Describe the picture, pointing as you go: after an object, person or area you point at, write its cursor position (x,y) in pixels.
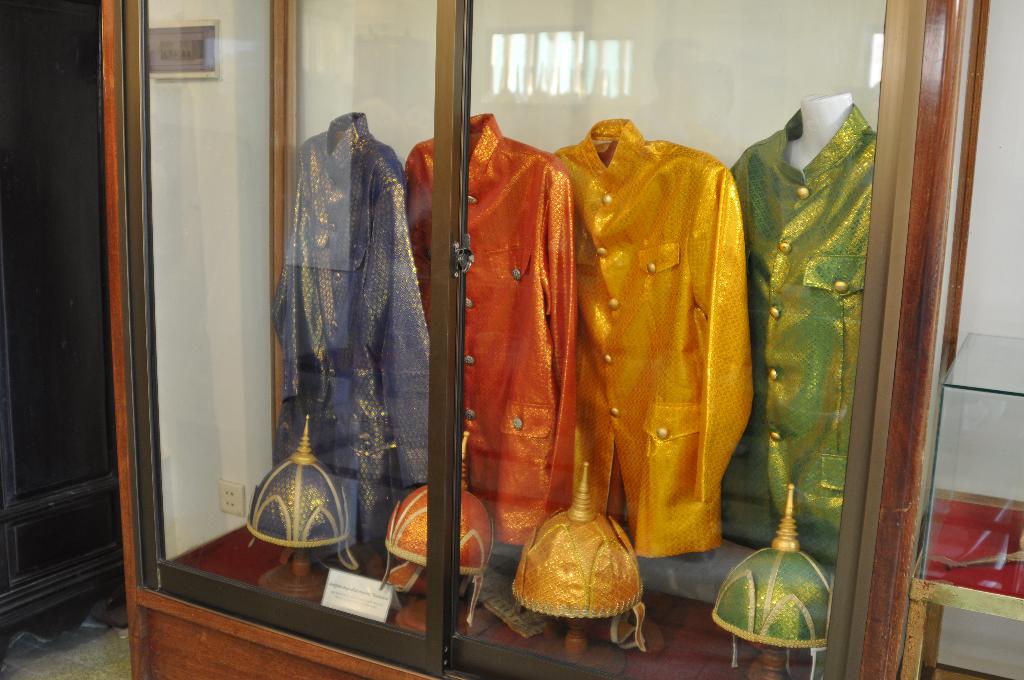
In the middle of the image (484,261), there are four different color dresses (798,131) and four different colors caps (568,517) arranged on a shelf (279,148). Which are covered with glass windows (247,51). On the right side (996,442), there is a glass box (999,427) on a stool (984,605). In the background (992,42), there is a white wall (1007,67).
